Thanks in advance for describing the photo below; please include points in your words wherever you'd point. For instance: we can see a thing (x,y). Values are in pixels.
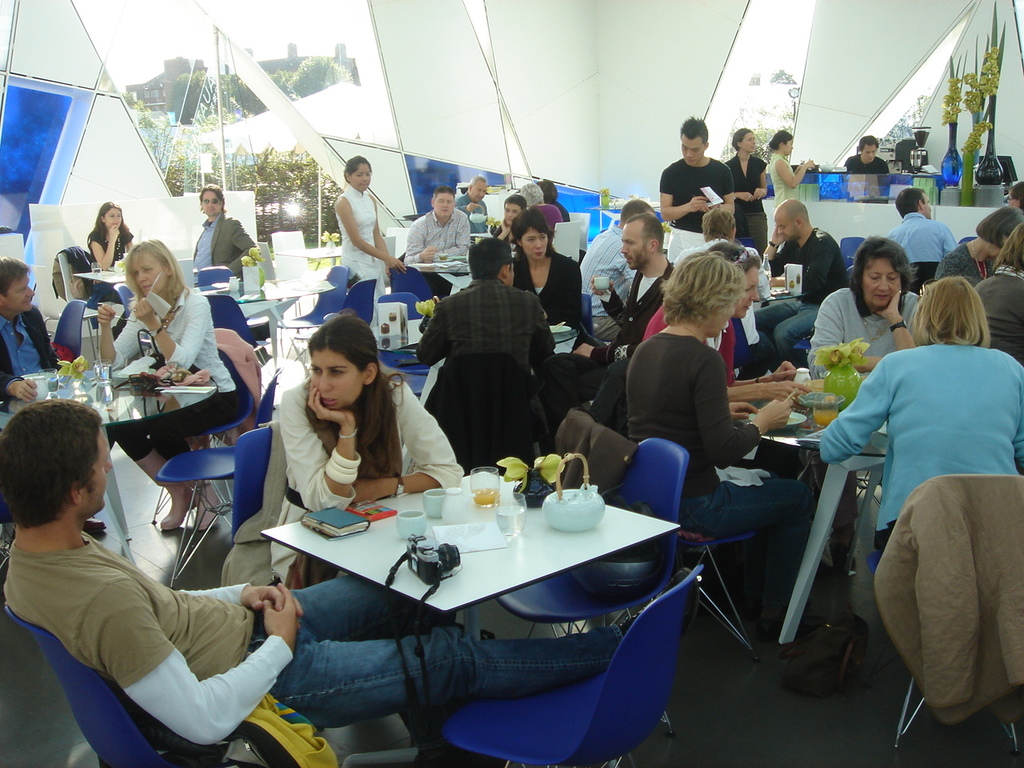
There is a group of people (308,613). Some people (728,317) are sitting on a chair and some people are standing on the floor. There is a table (497,520). There is a menu book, coffee cup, flower vase (547,488) and camera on a table (531,520). We can see in the background (349,102) there is a tent (355,111), sky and trees (329,223).
